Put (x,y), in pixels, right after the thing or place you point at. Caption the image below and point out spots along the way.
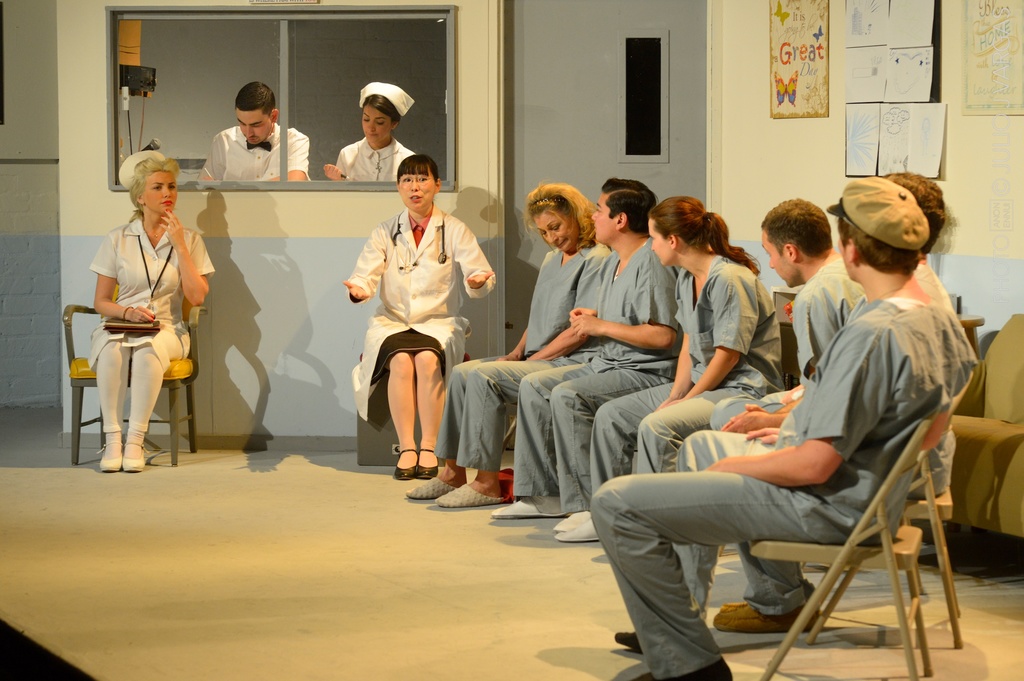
In this picture here we can see a lady doctor (420,361) who is saying something and she is her colleague (119,343) or nurse (150,192) listening. There are patients (724,338) around. It seems like a hospital (303,563) or medical center (281,541).
